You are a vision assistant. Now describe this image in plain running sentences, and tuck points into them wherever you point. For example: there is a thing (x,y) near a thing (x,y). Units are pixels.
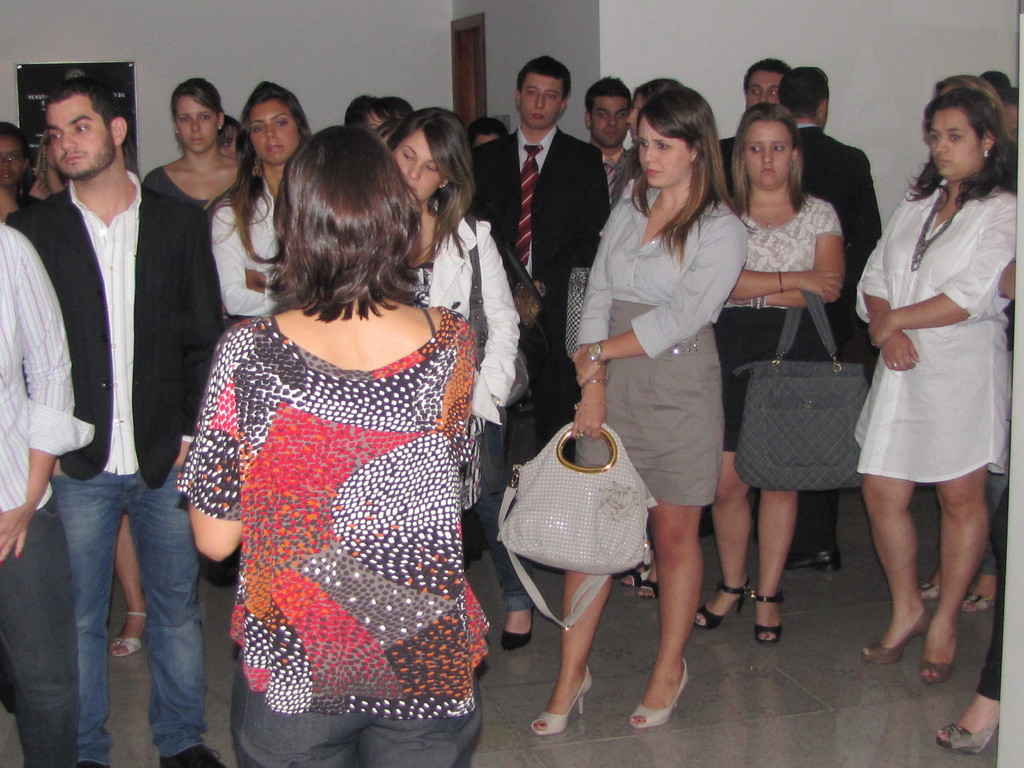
In this image, we can see a group of people (355,477) are standing on the floor (790,725). Few are holding and wearing bags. Background (683,67) we can see a white wall (694,56) and poster (123,104).
